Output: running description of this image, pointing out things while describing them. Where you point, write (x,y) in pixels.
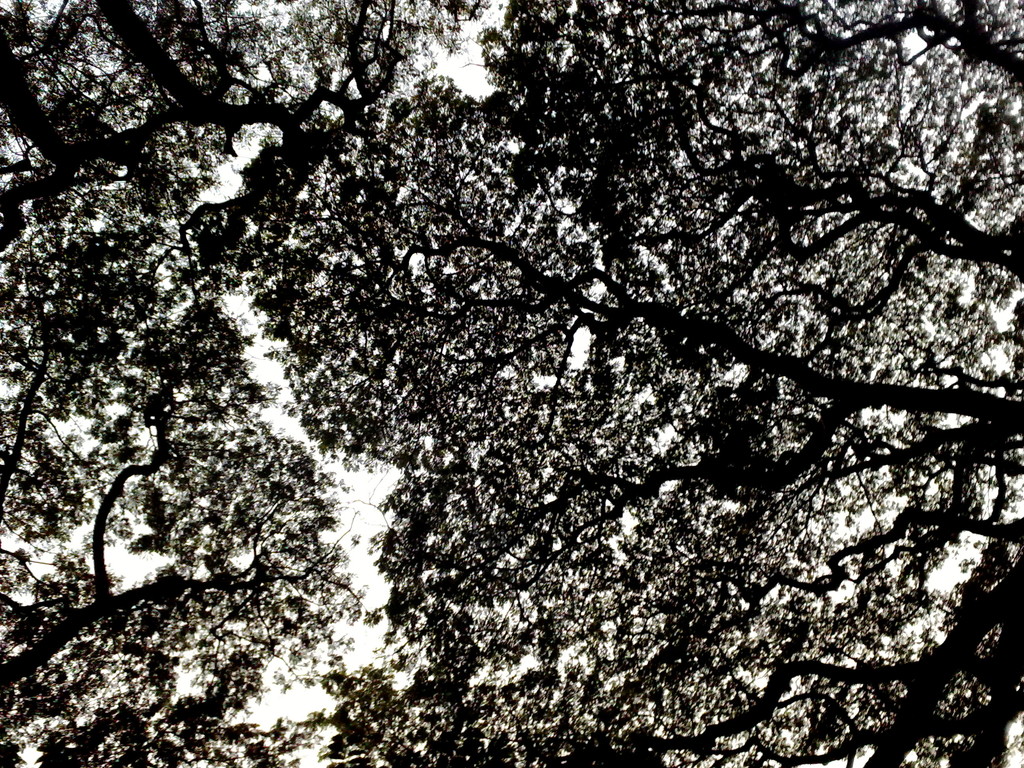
In this image, we can see some trees (483,596) and the sky (391,657).
